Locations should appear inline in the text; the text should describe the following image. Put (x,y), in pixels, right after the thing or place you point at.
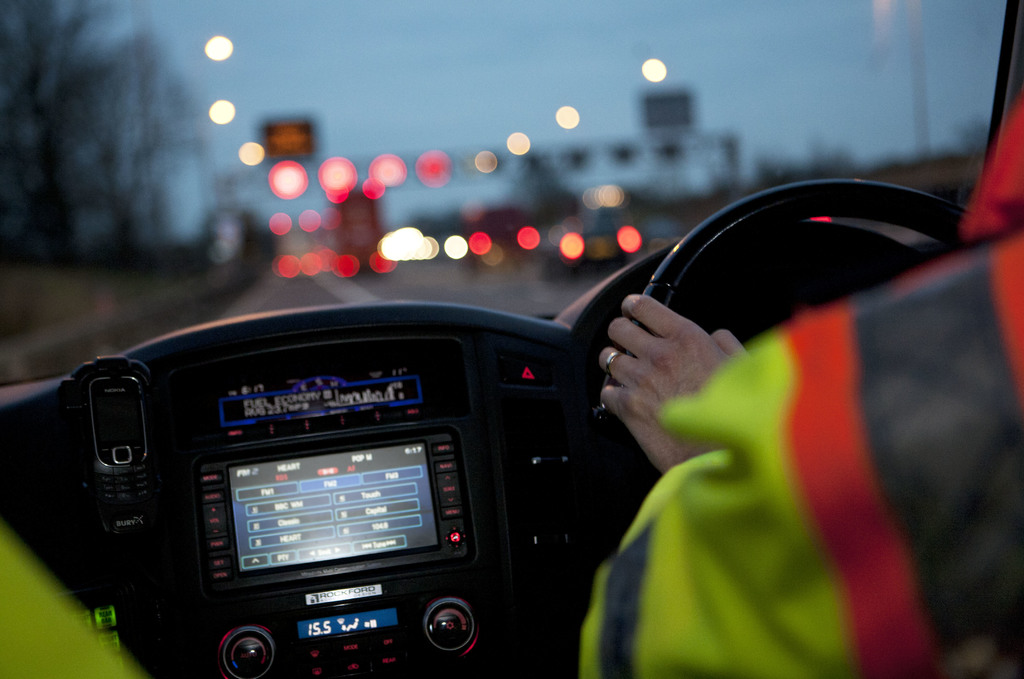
In the foreground of this image (698,554), there is a person (721,601) holding a steering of a vehicle (680,308) and we can also see few buttons (314,658), screen (328,524) and a mobile phone (123,487) and it seems like there is another person (33,616) on the left (37,616). In the background (622,214) blur image, we can see vehicles (481,228) on the road (427,268), lights (408,230), boards (647,109), trees (82,166) and the sky (554,85).
